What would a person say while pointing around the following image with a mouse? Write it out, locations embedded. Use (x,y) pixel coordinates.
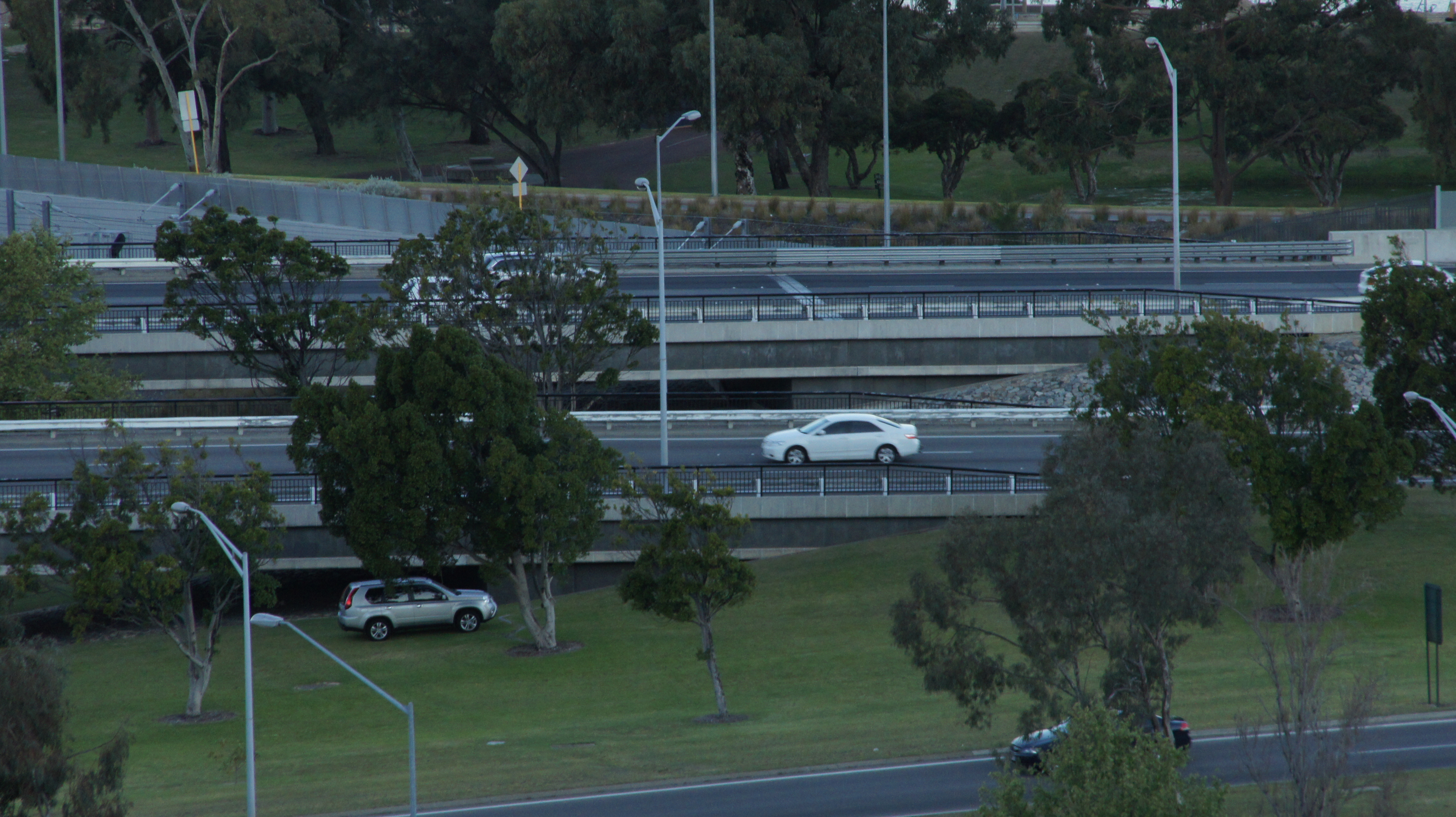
In this image in the center (958,280) there are two roads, on the roads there are some vehicles (834,439) and at the bottom (769,651) there are some trees (1076,620) grass (418,651) and one vehicle (410,600) and also there are some poles (246,564) and street lights (216,535). And at the bottom (954,780) there is another road (840,792), on the road (1265,762) there is one car (1038,735) in the background (552,106) there are some trees (824,122), grass (1378,166) and some buildings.
